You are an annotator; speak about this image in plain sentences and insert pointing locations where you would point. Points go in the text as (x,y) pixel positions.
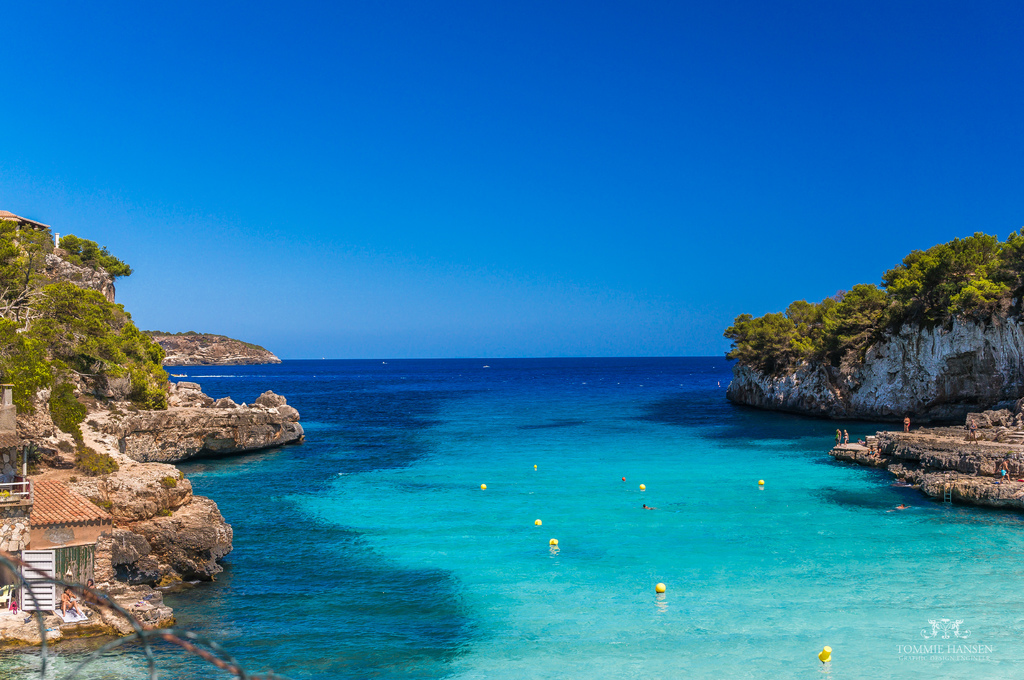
This picture is taken from outside of the city. In this image, on the right side (908,334), we can see some rocks (918,356), trees (844,305), plants (1013,263). On the left side (74,594), we can also see a group of people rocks (129,463), houses (84,545), trees (103,351), plants (122,325). In the background (545,151), we can see a sky (613,154) which is in blue color, at the bottom (688,652), we can see a water (627,422) in an ocean (894,568). In the left corner (86,597), we can see a metal fence (82,583).
